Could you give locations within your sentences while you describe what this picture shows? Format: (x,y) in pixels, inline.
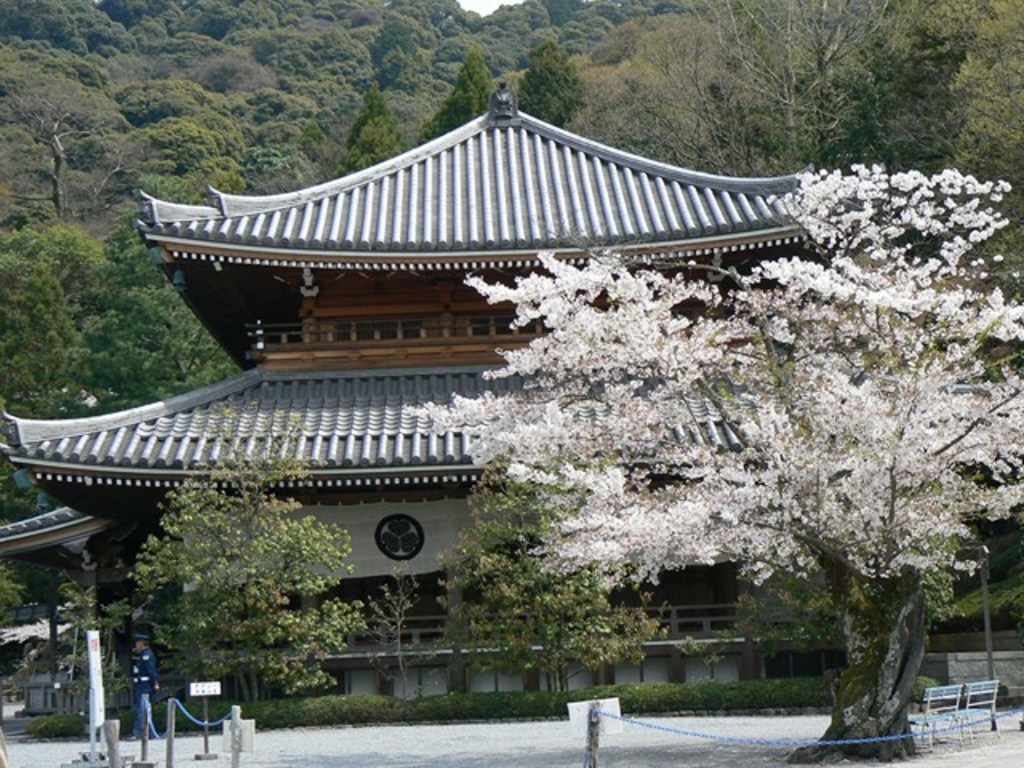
In this image, we can see some trees (62,367) and plants (509,694). There is a hill (359,123) at the top of the image (631,14). There is a barricade stand (172,744) in the bottom left (144,749) and in the bottom right of the image (799,738). There is a person (139,684) walking on the road (52,746). There are benches (928,698) in front of the Japanese temple (743,594).
